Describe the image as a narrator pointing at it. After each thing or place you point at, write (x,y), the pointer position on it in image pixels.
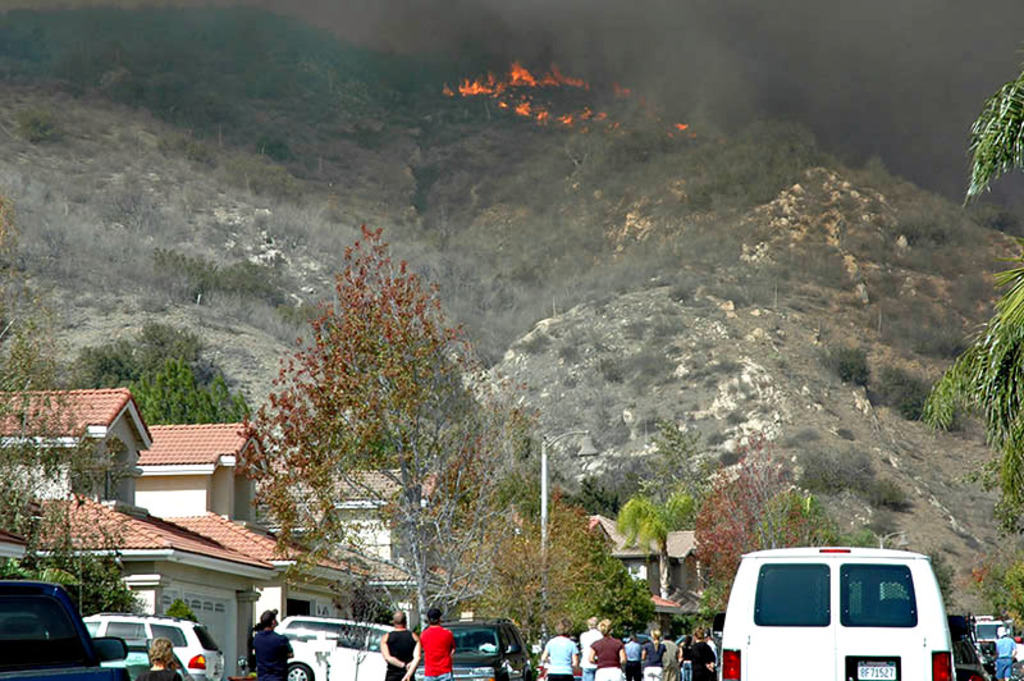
An outdoor picture. Far fire (526,111) is on mountain (561,103). Number of trees (384,402) are far away from each other. Vehicles (874,634) are on road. Buildings (199,613) with red roof top (234,521) and white wall (194,496). People (430,642) standing on road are observing the fire (571,118).
